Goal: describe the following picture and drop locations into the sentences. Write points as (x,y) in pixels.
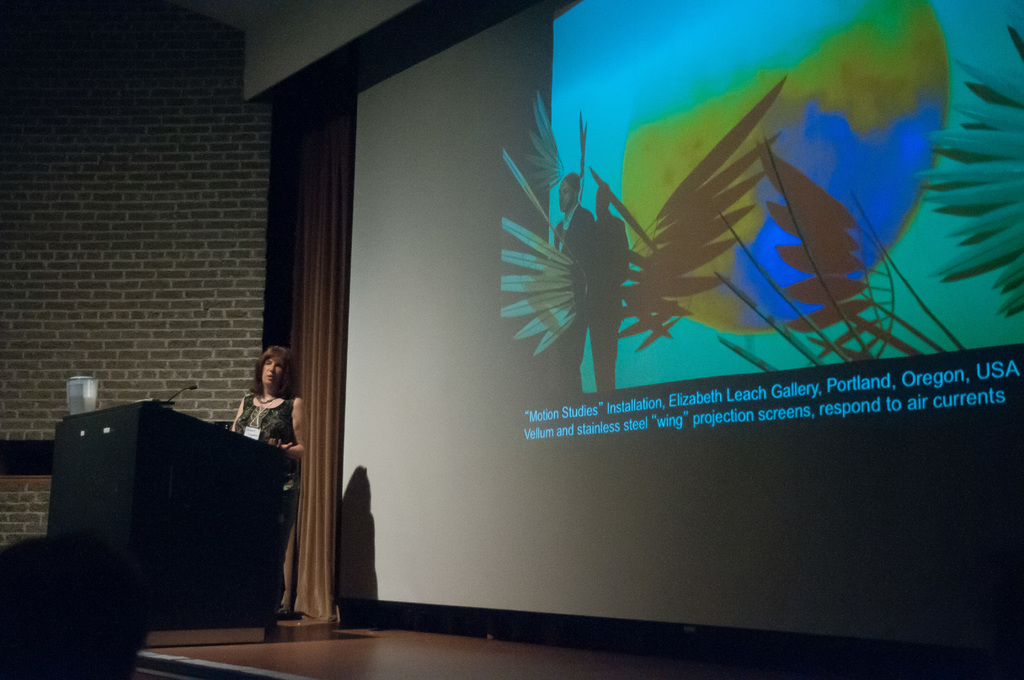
In this image I can see the person (272,411) standing in-front of the podium (135,473). On the podium (172,431) I can see the mic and it is in black color. To the back of the person (289,417) I can see the big screen (416,349). In the screen (437,345) I can see the person (592,271) and I can also see some text (693,424) in it. To the left (186,264) I can see the brick wall (120,293).
